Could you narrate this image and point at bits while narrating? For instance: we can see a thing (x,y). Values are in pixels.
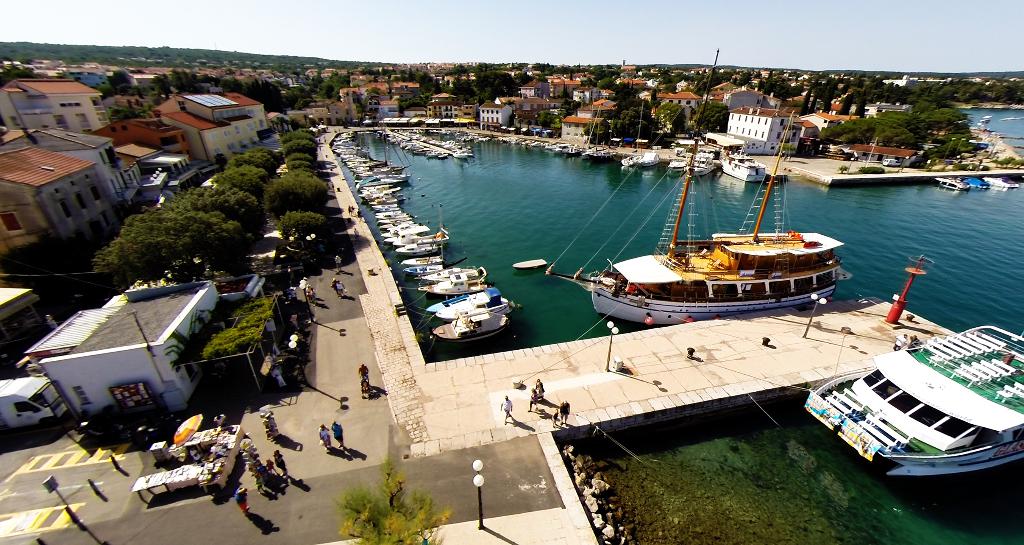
In this image on the right side (939,407), I can see the boats (411,135) on the water (897,251). I can see some people (276,458) on the road (280,434). I can also see some objects (214,443) on the table (197,474). In the background (187,175), I can see the trees (266,173), buildings (446,107) and the sky (537,29).
